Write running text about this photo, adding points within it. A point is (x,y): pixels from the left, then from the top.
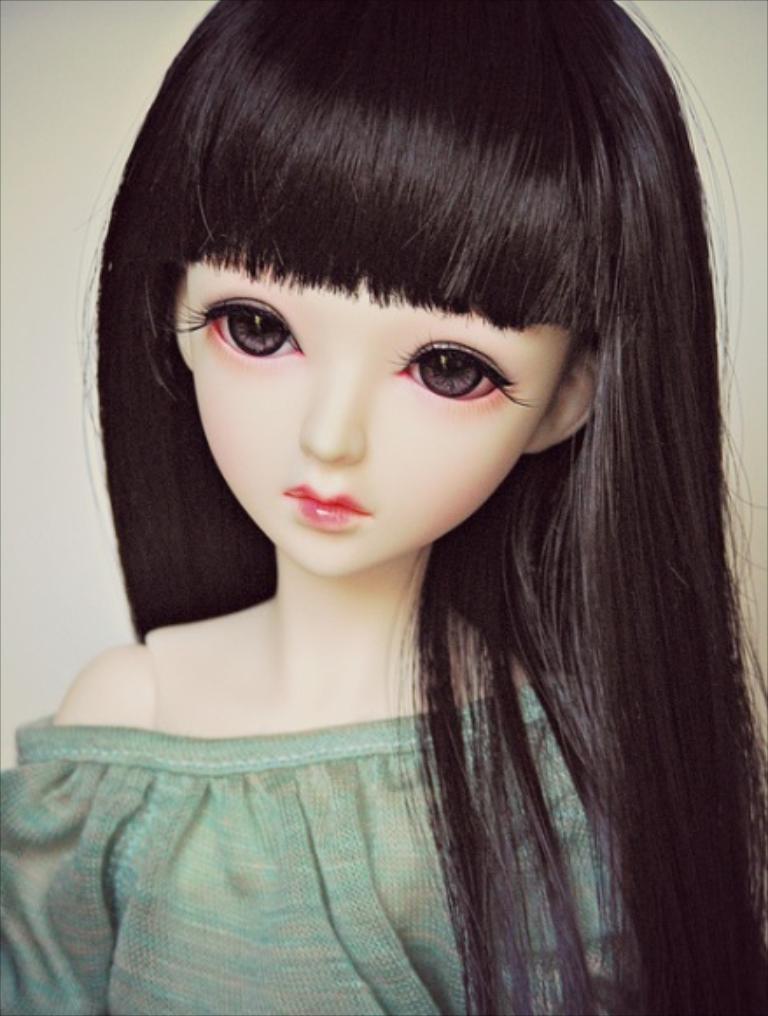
In this image we can see the doll (147,323) with white background (40,93).
